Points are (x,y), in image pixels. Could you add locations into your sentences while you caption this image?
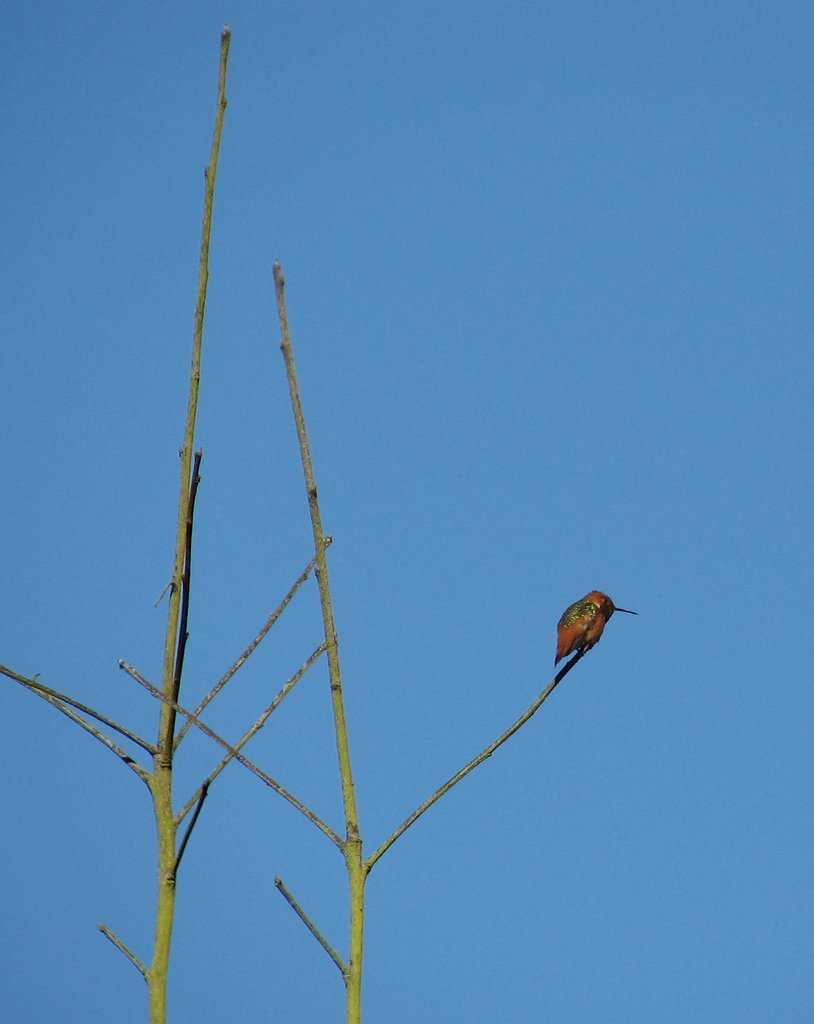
In the center of the image (291,396) there is a bird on the plant stem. In the background of the image (272,389) there is sky (469,409).
